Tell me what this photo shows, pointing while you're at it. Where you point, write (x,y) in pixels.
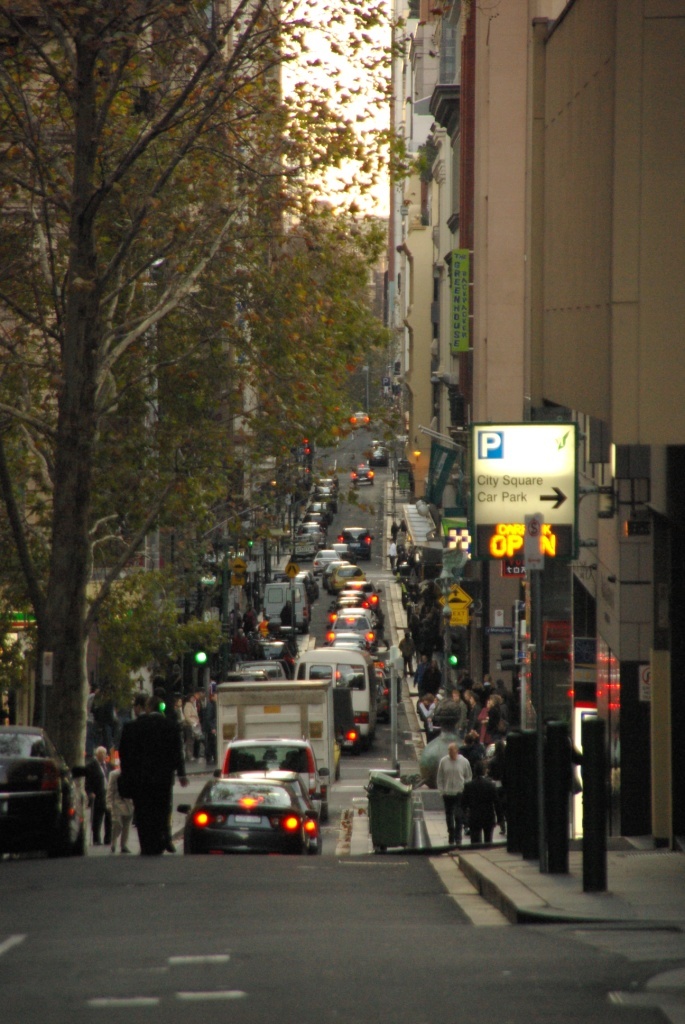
On the left (115,332) and right side of the image (485,282) there are buildings (491,273) and trees (52,319). At the center of the image (350,582) there are so many vehicles (301,724) are moving on the road (207,867) and few people (159,793) are walking, there are poles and some objects (395,784) on the road (369,748). In the background (335,172) there is the sky (337,181).
